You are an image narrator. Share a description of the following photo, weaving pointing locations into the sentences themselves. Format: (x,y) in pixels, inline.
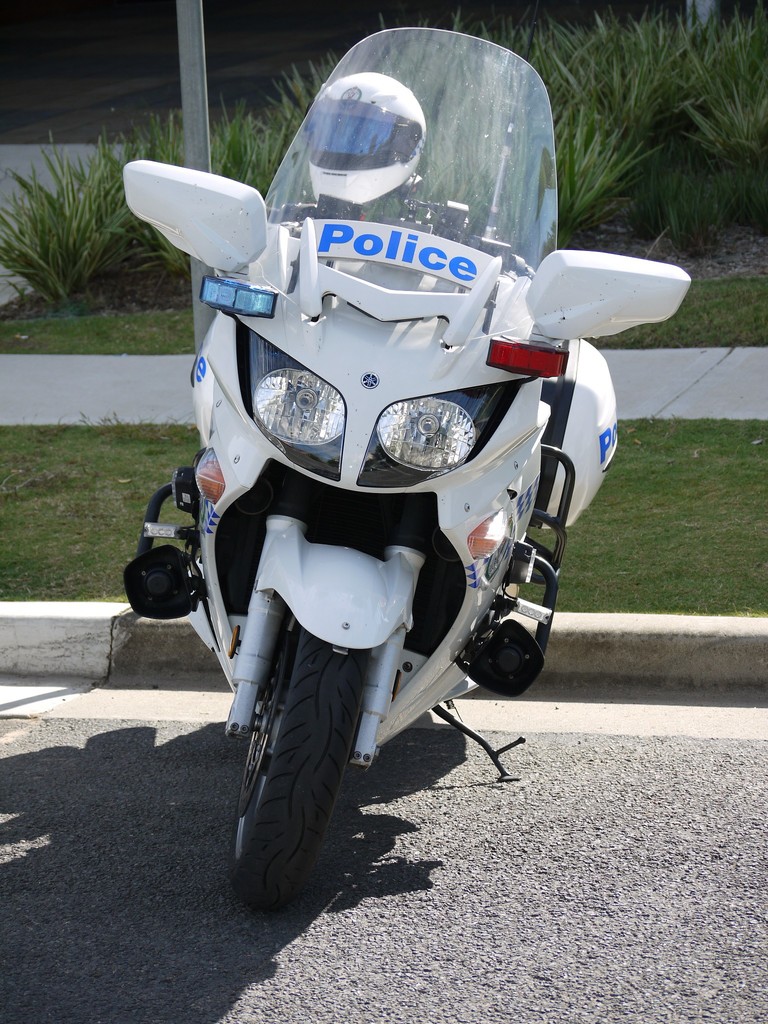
In this image I can see the white color bike (452,584) on the road (433,901). Back I can see the pole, grass (697,506) and green plants (637,132).
